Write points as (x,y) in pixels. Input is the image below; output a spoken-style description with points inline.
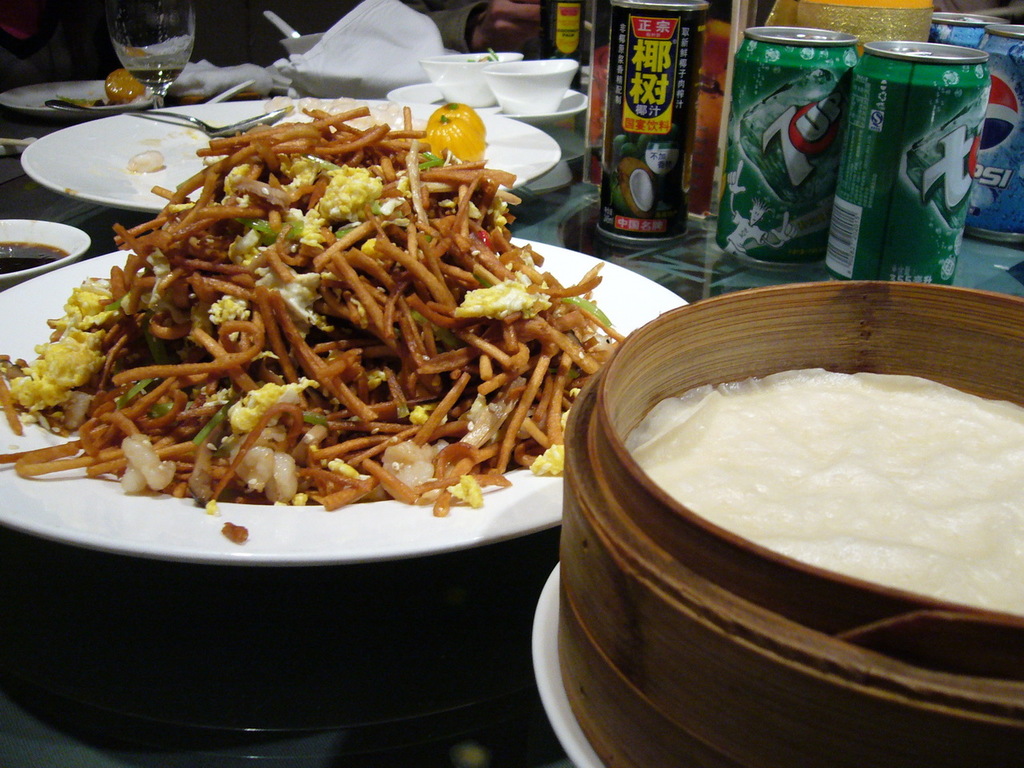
There are few eatables (292,281) placed in a white plate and there are few tins (955,105), glasses (140,55) and some other objects (194,62) placed beside it.
